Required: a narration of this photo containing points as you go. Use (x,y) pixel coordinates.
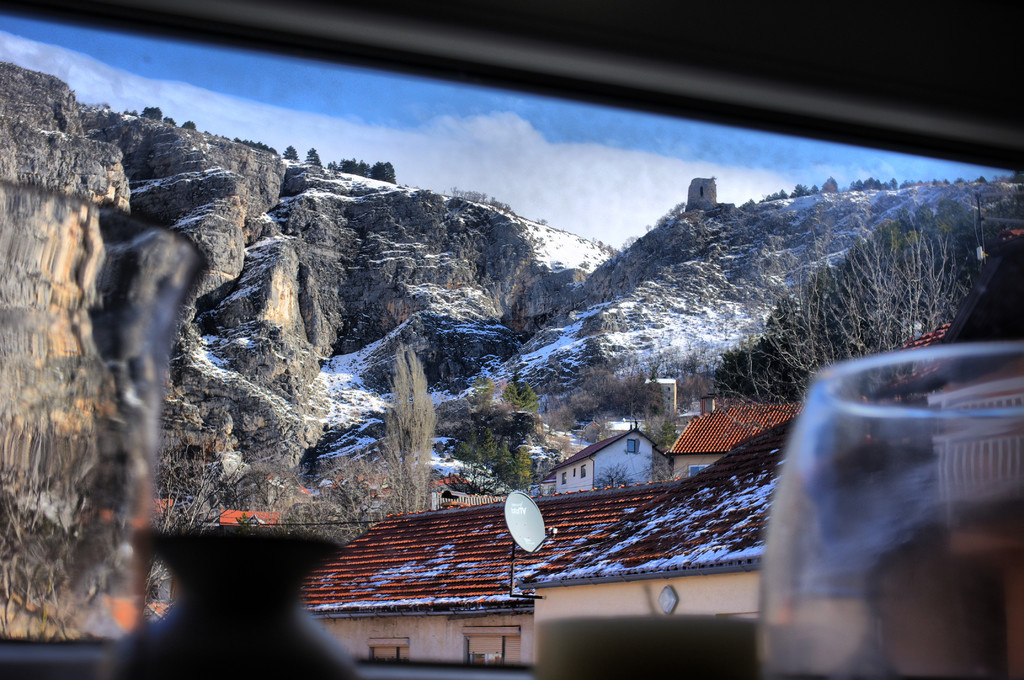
This picture is consists a view from a window (566,499), which includes houses (727,418), trees (640,381), and mountains (432,294) in the image.
